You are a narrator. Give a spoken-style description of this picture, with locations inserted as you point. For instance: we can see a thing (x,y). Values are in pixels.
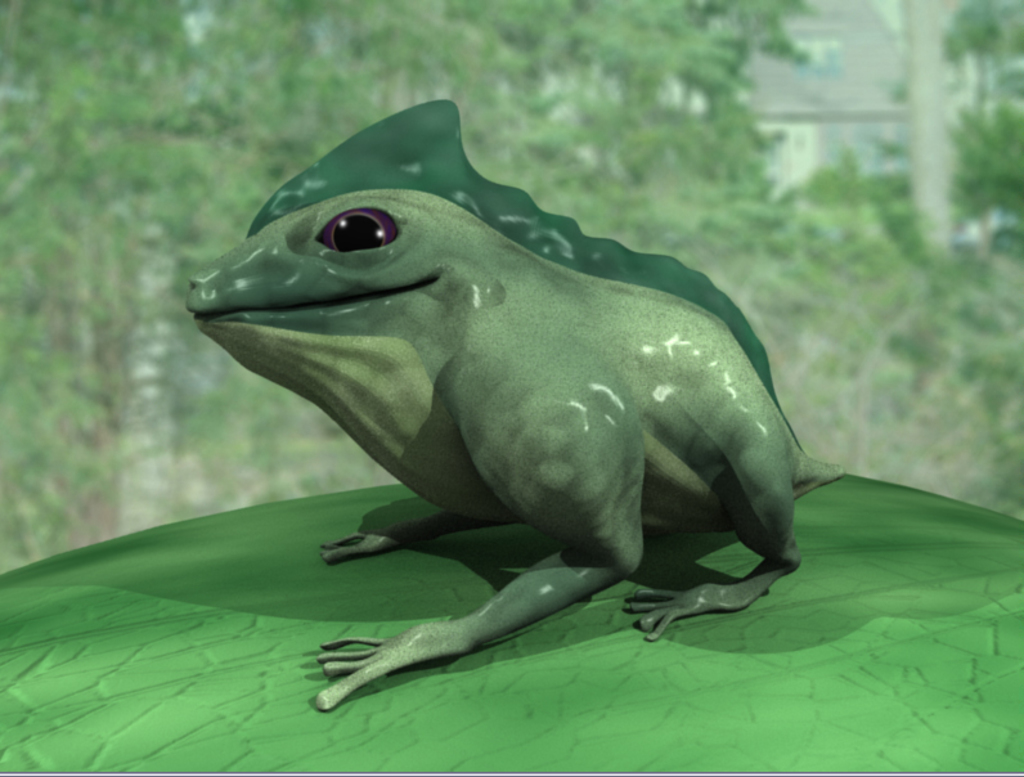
It is an animated image of a frog (460,498) and the background of the frog (485,495) is blur.
